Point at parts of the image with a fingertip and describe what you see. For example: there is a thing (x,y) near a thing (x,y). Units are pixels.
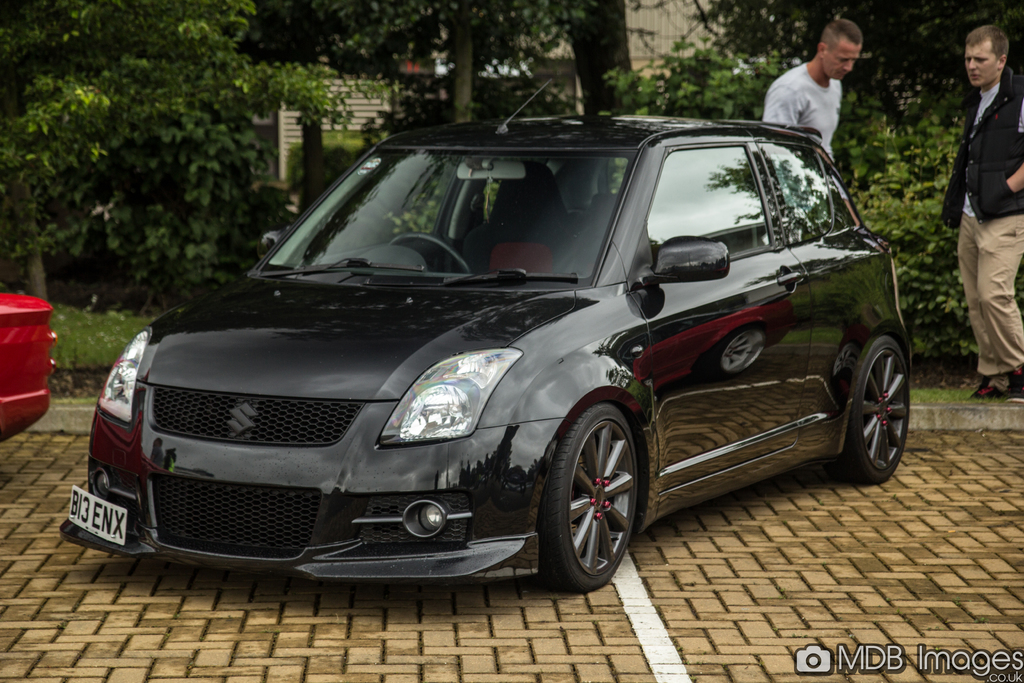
In the image we can see a vehicle (662,343), black in color, these are the headlight (396,428) and number plate (117,512) of the vehicle (211,471). There are two men (973,126) standing, they are wearing clothes (963,171), this is a footpath (848,527), grass (959,398), plant (99,261) and trees (737,54). This is a watermark (865,651).
